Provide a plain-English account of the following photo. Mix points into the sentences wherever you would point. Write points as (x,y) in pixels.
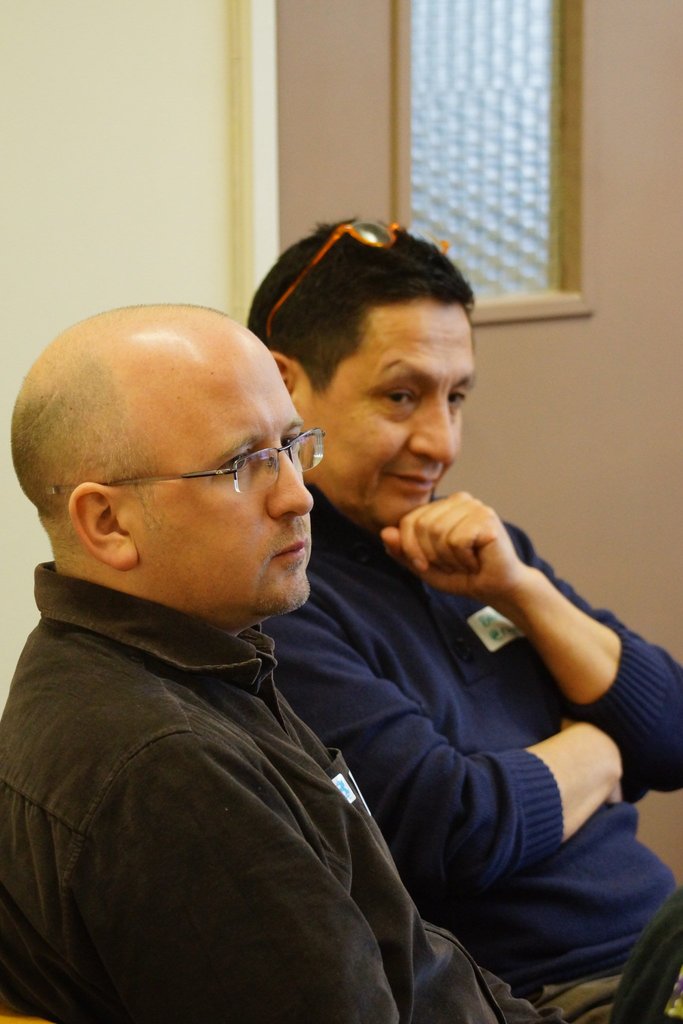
In this picture we can able to two persons (458,895) sitting, one person (305,848) wearing a black shirt (322,851), and the other person (503,625) is wearing a blue color t-shirt (457,737), and we can able to see a window (507,97), we can see a wall (146,122) here.
